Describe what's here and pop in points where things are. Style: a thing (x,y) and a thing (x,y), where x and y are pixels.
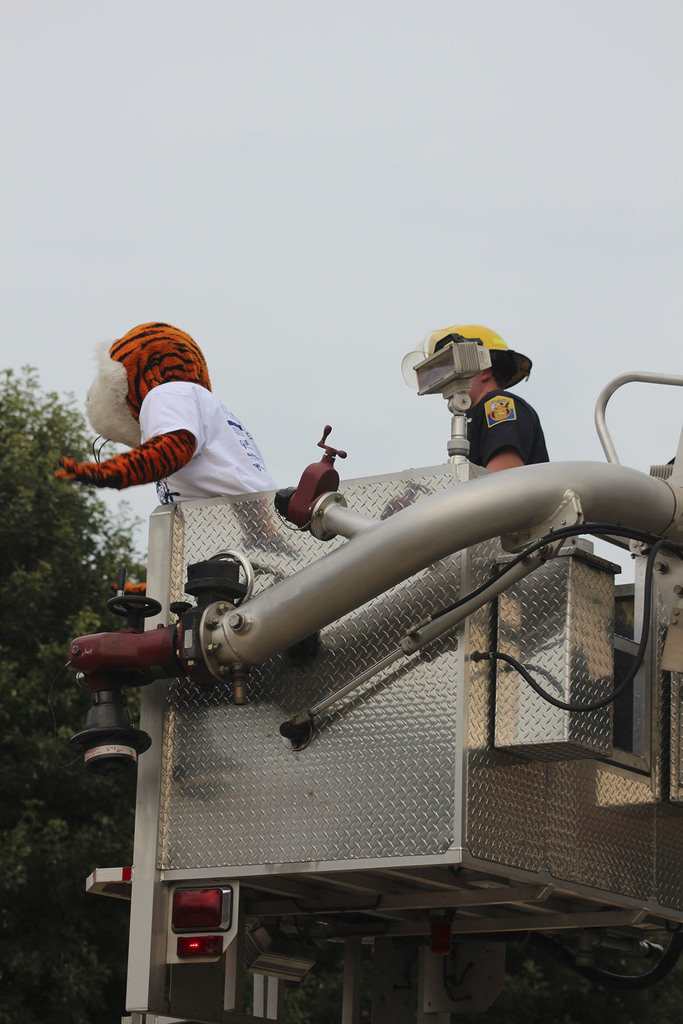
There is a metal box (305,784) with pillars (344,947) and pipes (350,584). On that persons (163,440) are standing. One person (188,424) is wearing mask of tiger (117,406). Other person (486,375) is wearing a helmet (482,333). In the background (62,643) there are trees (65,566) and sky (285,244).
